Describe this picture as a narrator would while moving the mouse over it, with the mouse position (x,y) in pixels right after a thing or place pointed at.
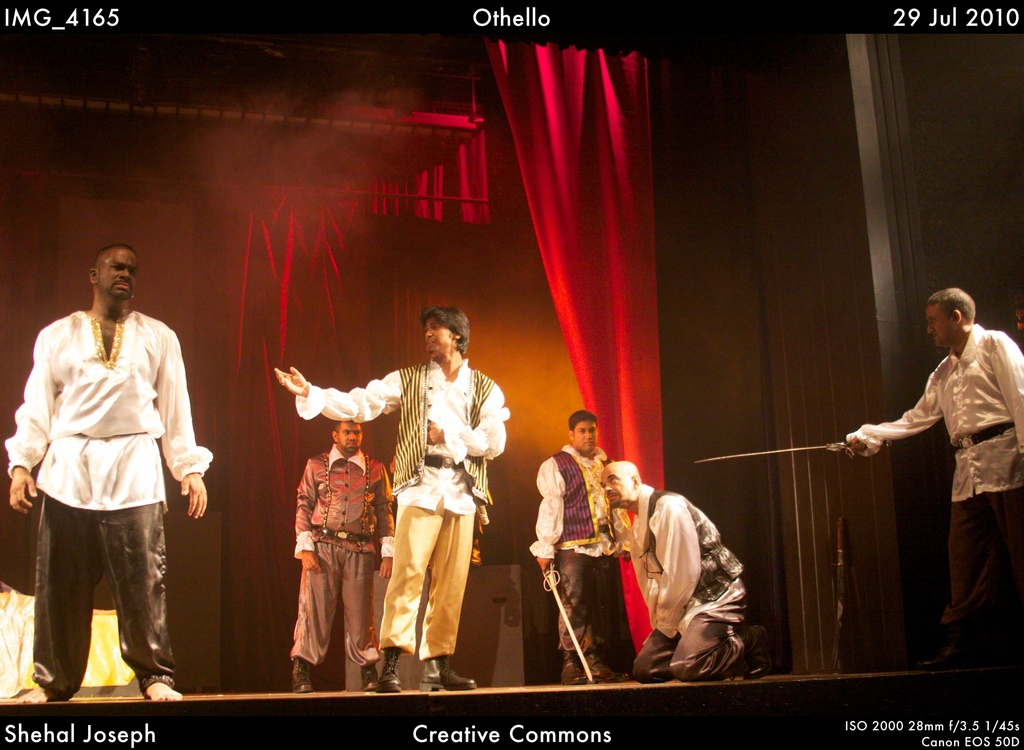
In this picture we can see six men (358,588) on stage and two men (895,427) are holding swords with their hands (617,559) and in the background (523,554) we can see curtains (576,188), some objects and some text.
